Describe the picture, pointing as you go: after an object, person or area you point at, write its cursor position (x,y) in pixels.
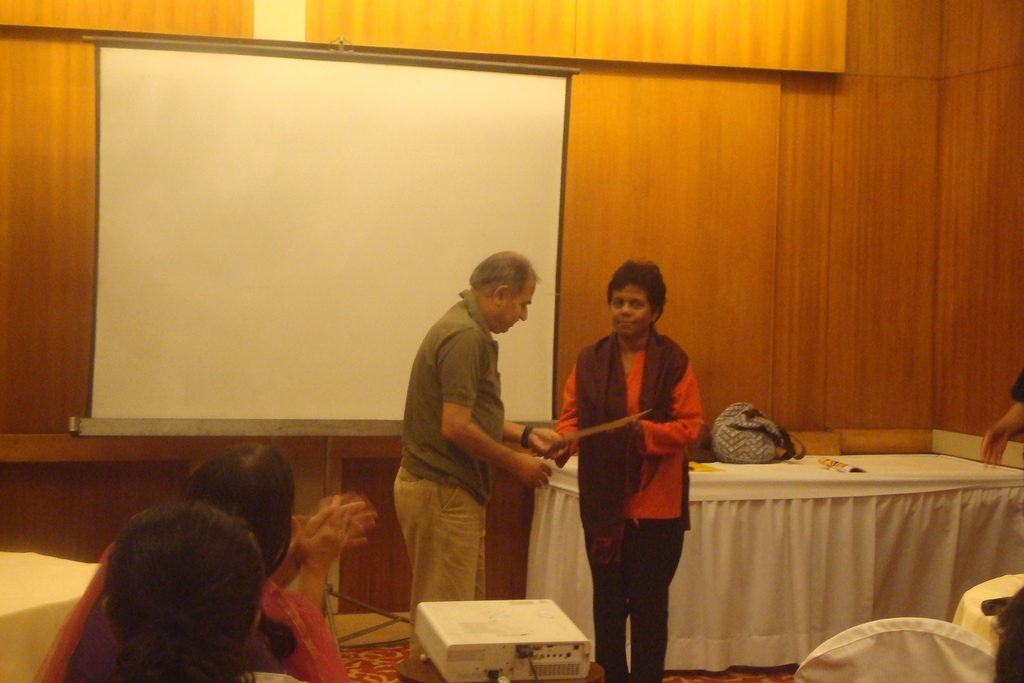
In this image I can see a person (466,376) wearing t shirt (445,366) and pant (437,518) and another person (662,480) wearing red and black dress (664,479) are standing and holding an object (613,430) in their hands (536,462). I can see few other persons (262,539) and a white colored projector (516,621). In the background (349,435) I can see a white colored screen (349,241), the brown colored wall (745,172) and a table (781,515) on which I can see few objects (757,430).
